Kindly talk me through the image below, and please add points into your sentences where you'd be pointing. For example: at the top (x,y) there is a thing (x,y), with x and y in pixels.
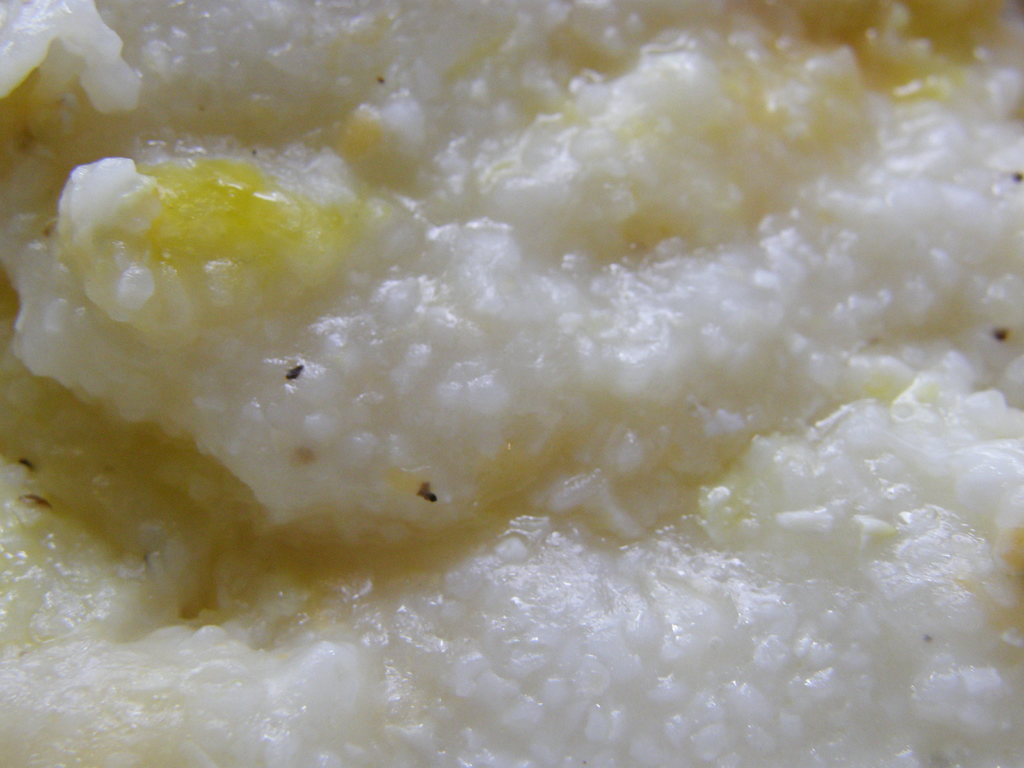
In this image I can see a food item (639,424) which is white and yellow in color.
